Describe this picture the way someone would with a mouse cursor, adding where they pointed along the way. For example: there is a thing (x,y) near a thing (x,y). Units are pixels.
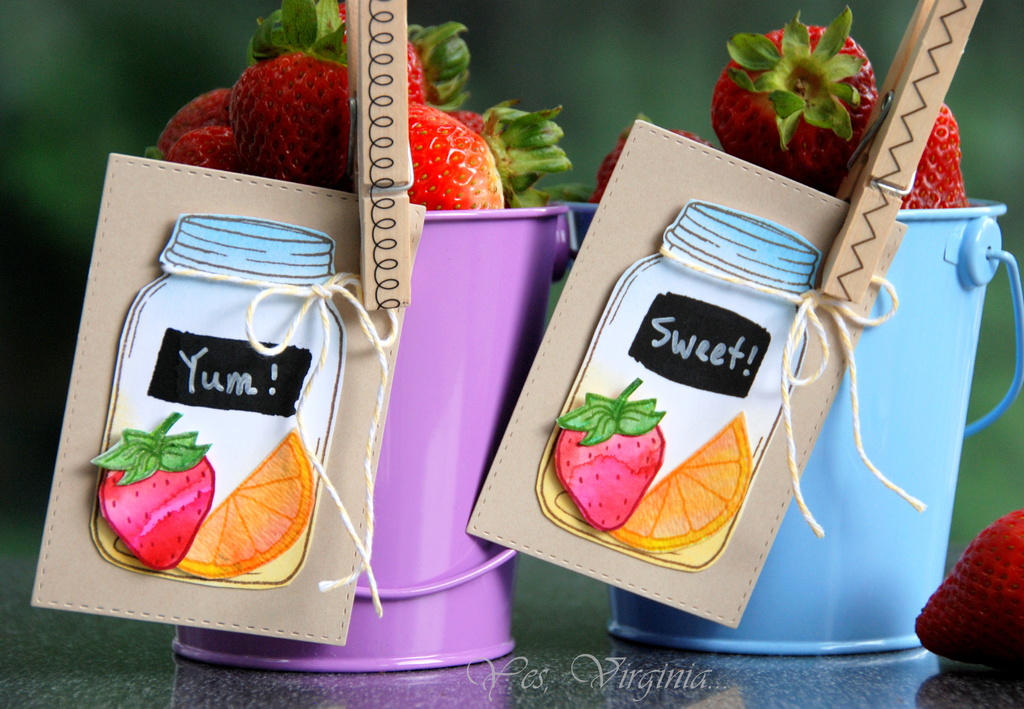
In this image, we can see two buckets (517,552) with strawberries (455,94), clip (875,179) and sticker (618,460) is placed on the surface (806,689). Right side of the image (961,611), we can see a strawberry (958,626). At the bottom (689,680), we can see a watermark (604,661) in the image. Background (654,77) there is a blur view.
